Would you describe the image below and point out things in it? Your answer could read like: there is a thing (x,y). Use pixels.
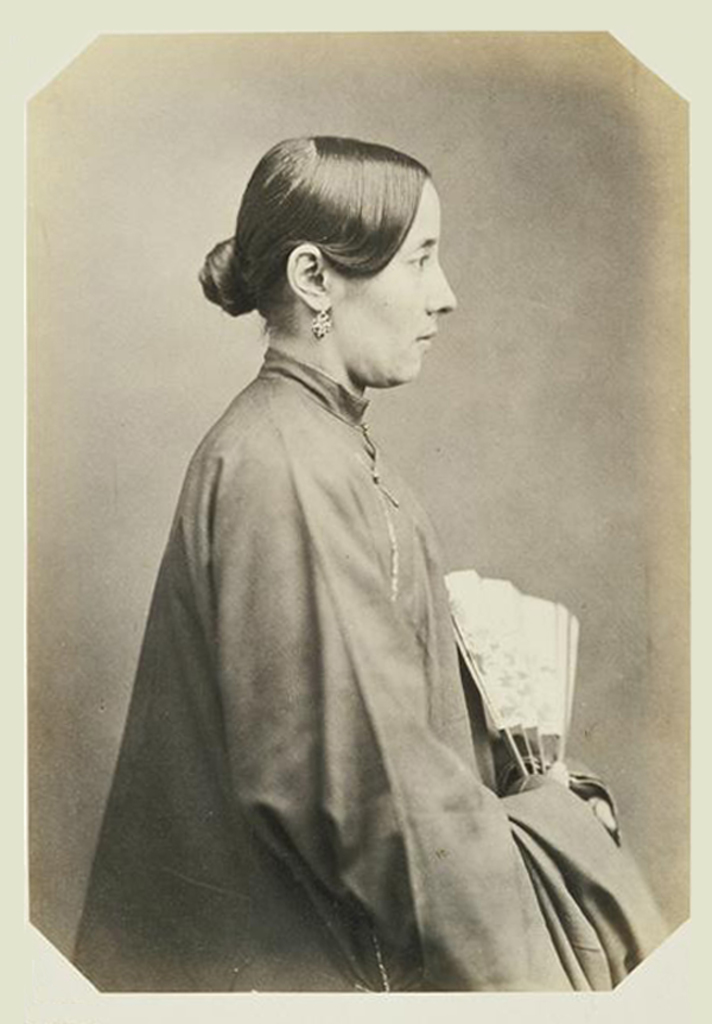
This is a black and white image. Here I can see a woman (346,661) standing facing towards the right side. She is holding a white color object (539,686) in the hands (554,773). This is an edited image.
